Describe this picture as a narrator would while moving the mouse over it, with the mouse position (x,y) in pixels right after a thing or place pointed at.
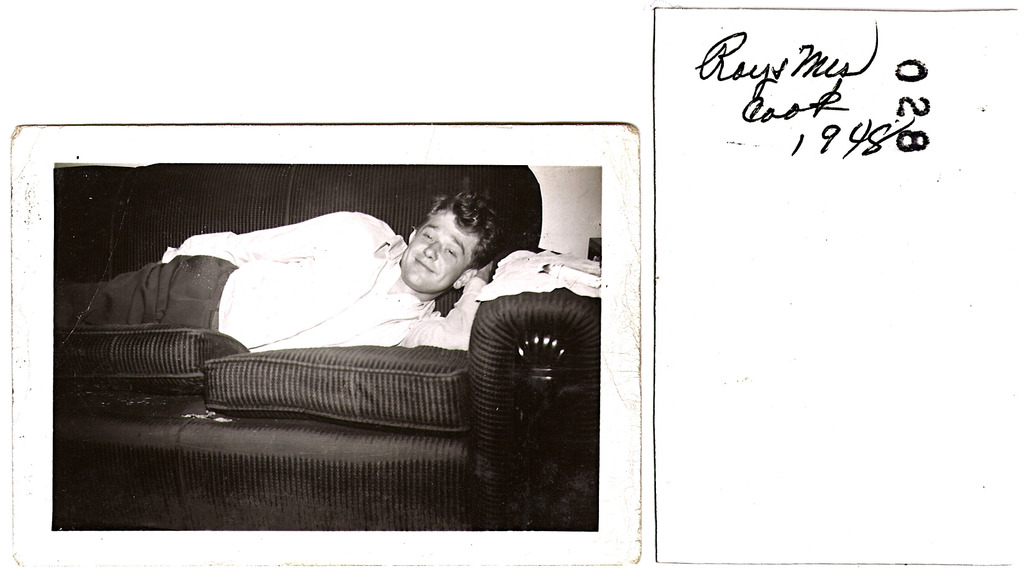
In the image we can see a paper (663,33), on the paper (702,16) we can see some text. In the bottom left corner of the image (61,515) we can see a couch (396,194), in the couch (356,207) a person (231,231) is lying and smiling.
